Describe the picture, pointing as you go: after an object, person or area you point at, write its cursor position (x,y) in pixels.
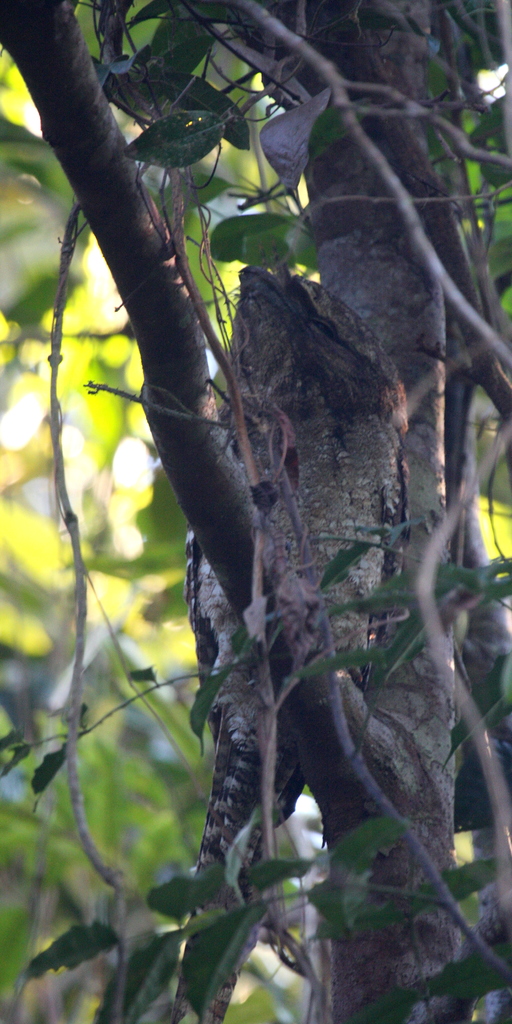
In the image there is a bird (341,495) standing on branch (144,280) of a tree (354,309), in the background (109,643) there are many plants (154,662).
